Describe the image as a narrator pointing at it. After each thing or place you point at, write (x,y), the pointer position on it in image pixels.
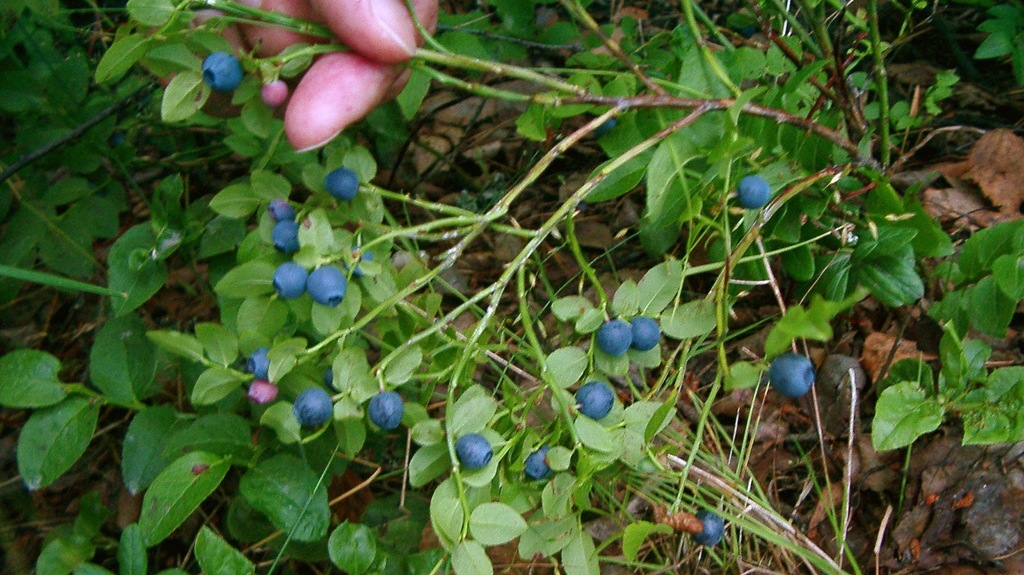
In this image we can see the hand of a person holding the stem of a plant (655,195) containing some berries (324,287) to it. We can also see some plants (235,457) around it.
